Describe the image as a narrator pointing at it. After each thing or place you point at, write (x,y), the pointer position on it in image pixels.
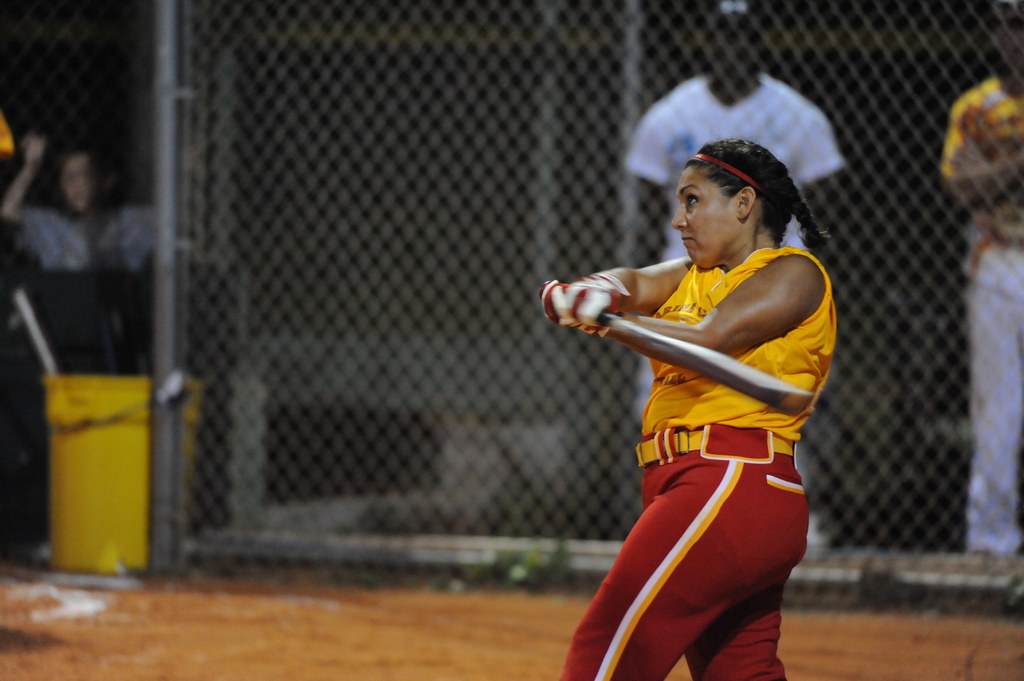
In this picture, we can see a lady (793,368) holding an object (711,355) is highlighted, and we can see the blurred background (993,374), and we can see a few people (975,369), net (220,245), and yellow color container (117,474) in the background (96,521).
